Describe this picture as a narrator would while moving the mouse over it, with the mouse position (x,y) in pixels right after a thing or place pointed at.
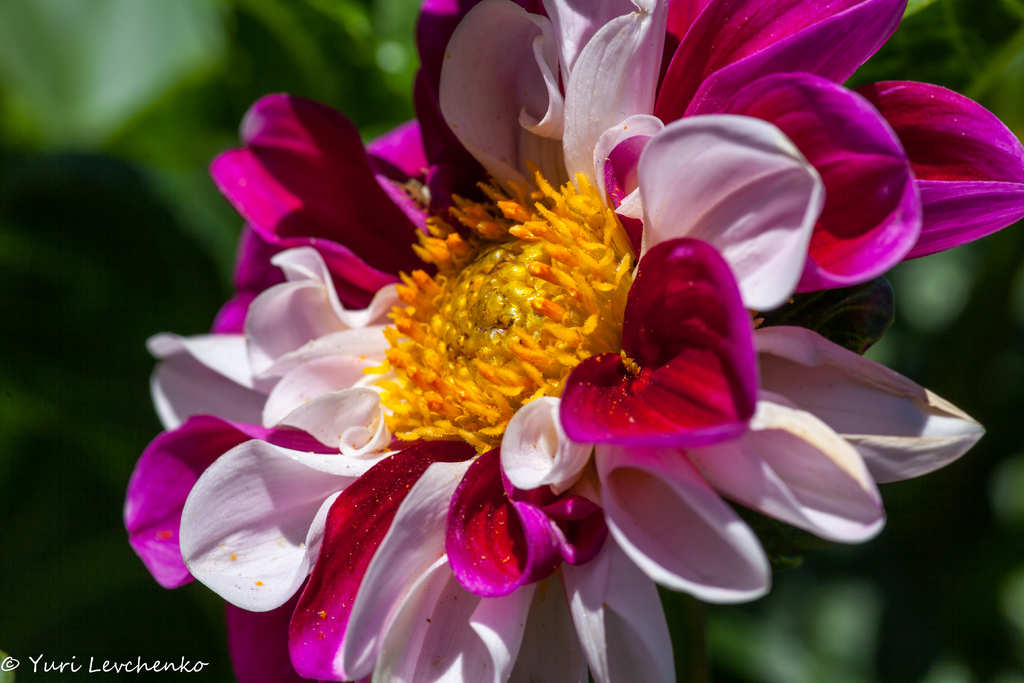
This image consists of a flower (475,384). It is in pink and white color. In the background (1009,548), we can see green color. And the background (38,43) is blurred.
